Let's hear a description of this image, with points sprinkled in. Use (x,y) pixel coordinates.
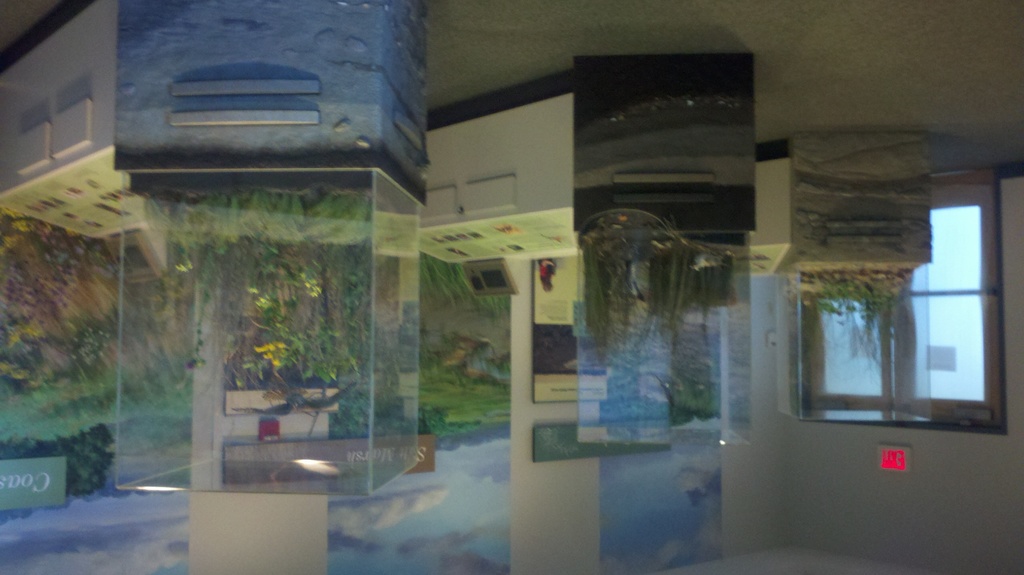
In a given image I can see a transparent glasses (365,299), trees (105,449), plants (332,316), wall (19,269) and windows (882,329).
